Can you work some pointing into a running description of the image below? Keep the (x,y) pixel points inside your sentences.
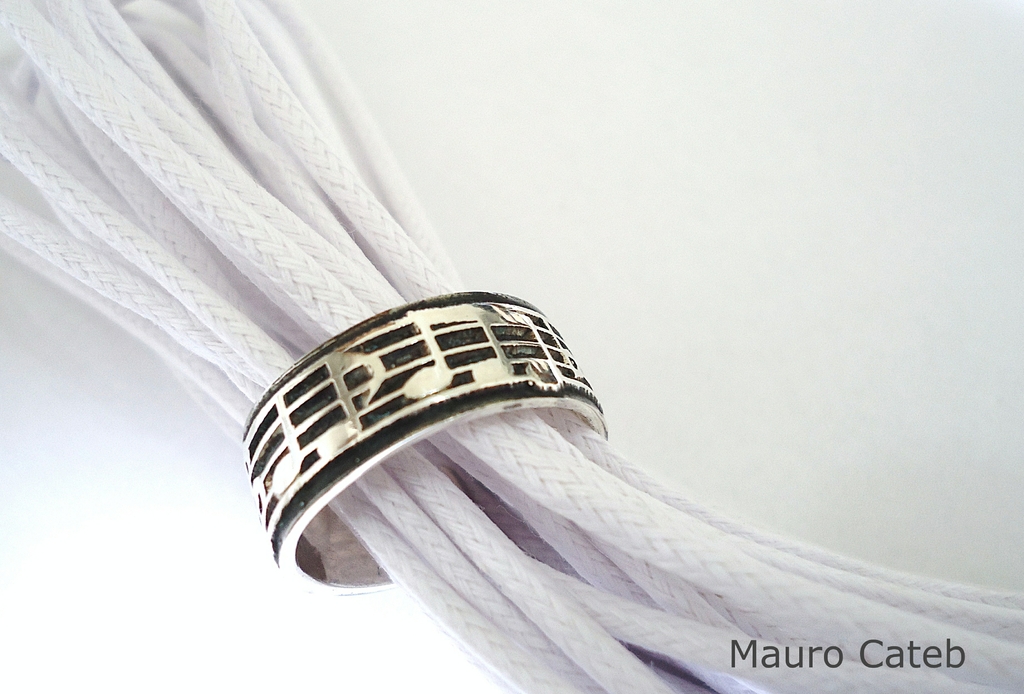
In the picture I can see the ropes (583,593), and there is a ring (523,325) in the middle of the image (550,330).
